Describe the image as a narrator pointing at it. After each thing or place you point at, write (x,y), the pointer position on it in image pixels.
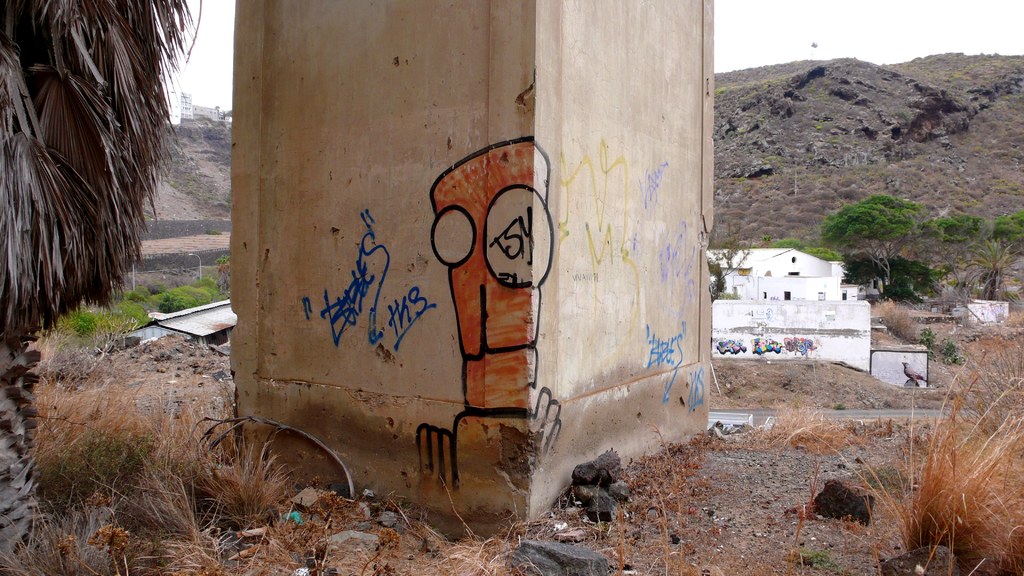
On the left side of the image (72,248) we can see the dried leaves (75,292), grass (117,415) and buildings (191,114). In the middle of the image (636,193) we can see the pillar (479,472) on which some text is written and some stones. On the right side of the image (745,225) we can see hills (886,186), building (748,272), grass (996,498) and road (936,414).
